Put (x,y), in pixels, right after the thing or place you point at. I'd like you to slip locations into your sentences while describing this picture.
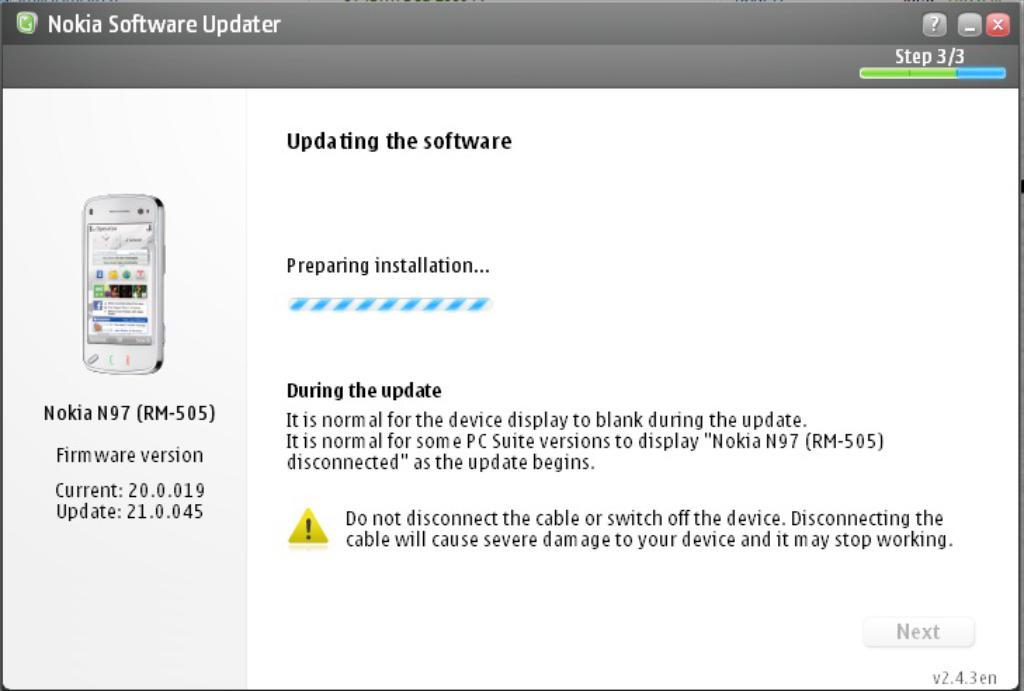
This image might be taken from a screen. In this image, we can see some text (584,448) and a image of mobile (138,305).
